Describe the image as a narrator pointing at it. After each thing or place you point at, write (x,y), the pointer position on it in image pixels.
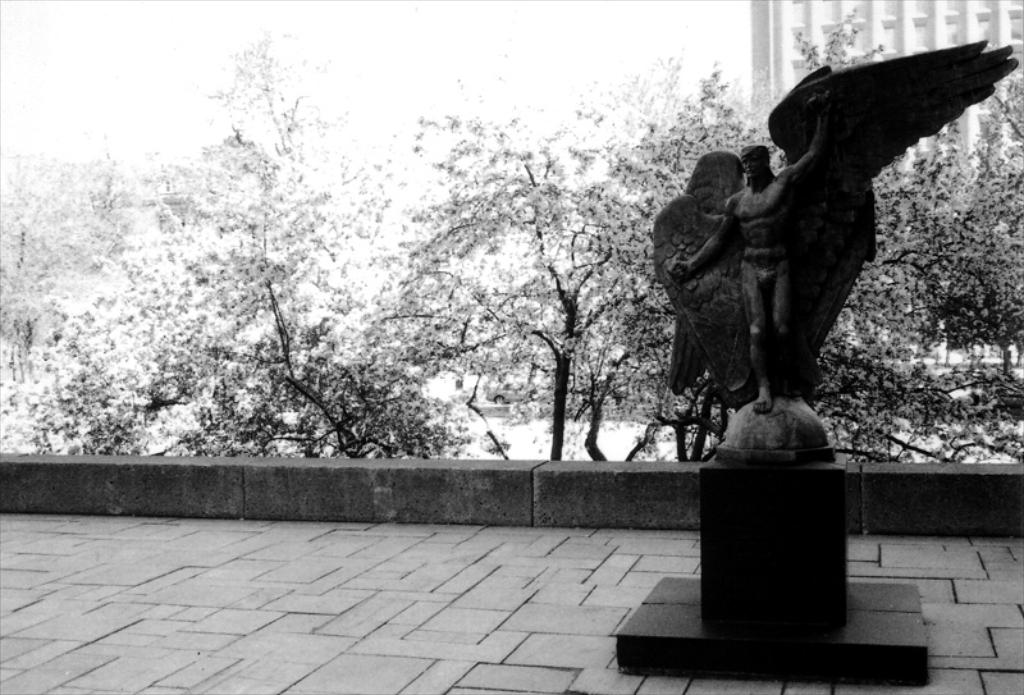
In the right (704,508) there is a statue (755,284) of a person (786,242) and wings (802,226) are visible. In the middle (567,420) there are trees (929,202) are visible and on the top right (931,36) building (877,54) is visible and on the top (661,48) sky (611,32) white in color is visible. In the middle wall fence (360,479) is visible. This image is taken during day time.
